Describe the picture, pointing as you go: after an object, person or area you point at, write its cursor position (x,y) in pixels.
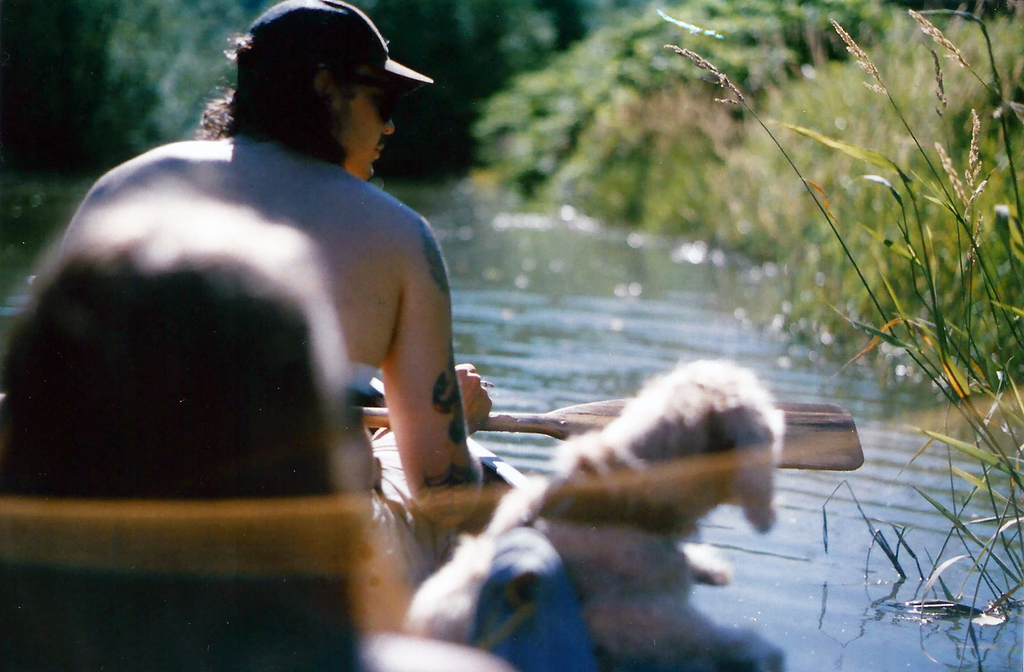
In the center of the image (445,367) there is a person (263,422) in a boat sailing on a river (637,357). In the background (922,125) there are plants (748,109) and trees (45,50).
